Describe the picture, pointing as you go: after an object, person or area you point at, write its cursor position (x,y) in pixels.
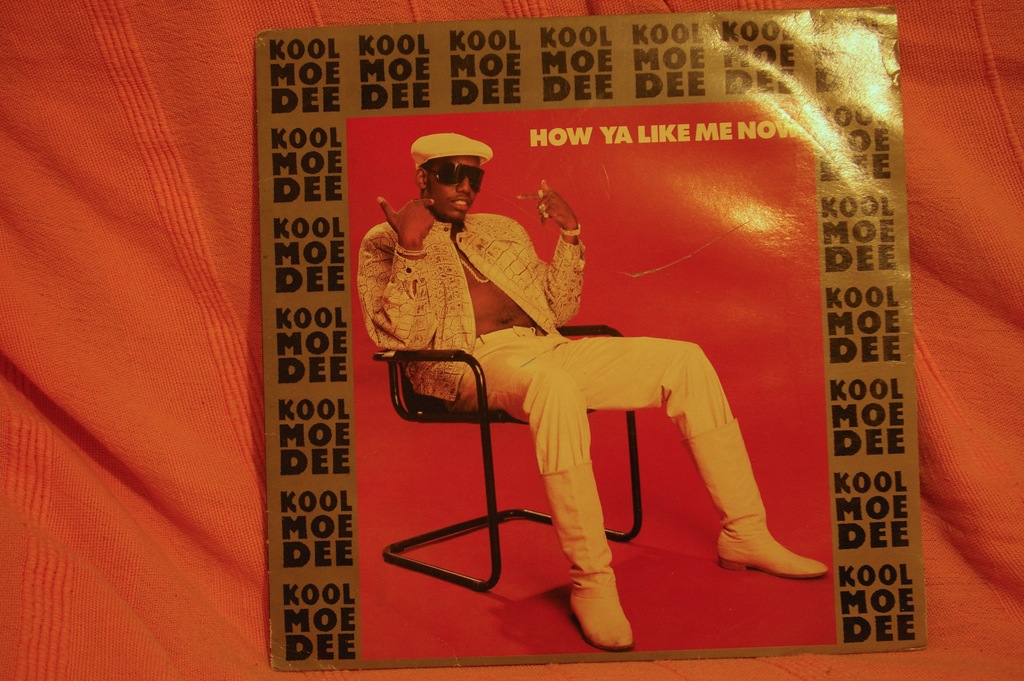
This picture is consists of a poster (782,336) which is red in color and there is a man (422,301) who is sitting on a chair (571,333), he is posing to the front direction, on this poster (528,128) it is written as ''how ya like me now'' which is placed over the blanket (182,303).
